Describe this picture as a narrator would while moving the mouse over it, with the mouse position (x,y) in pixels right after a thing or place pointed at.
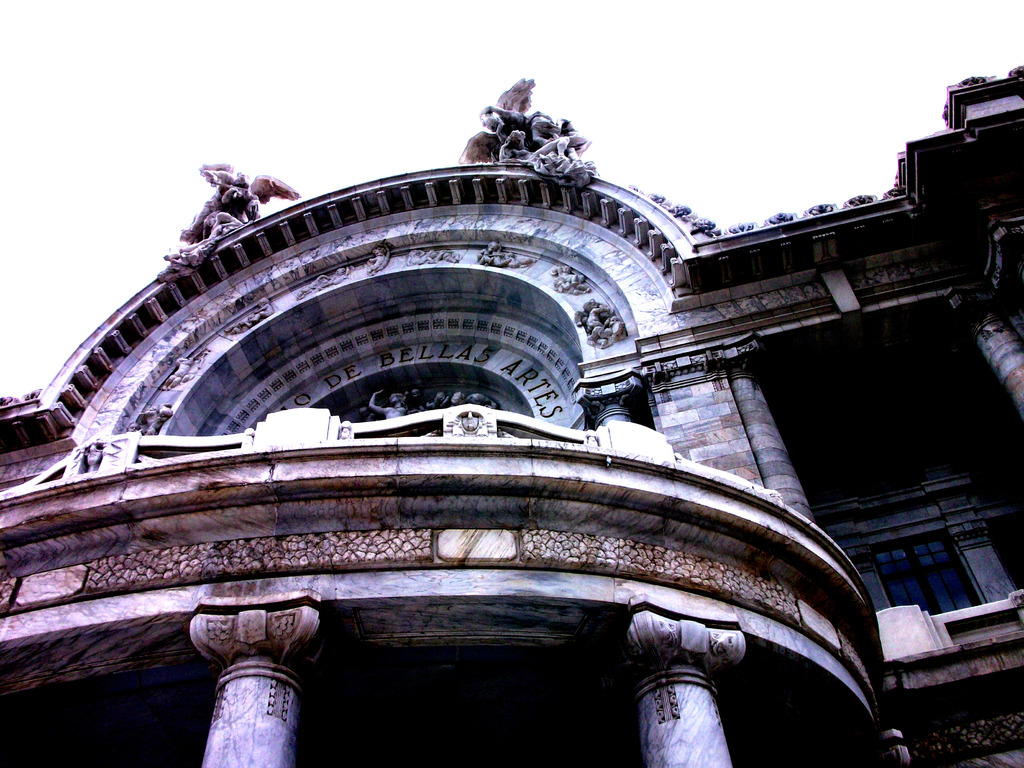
In this image, we can see building (405,611). On the building (256,618), we can see carving (145,424), few statues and text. Here we can see pillars (652,643). Top of the image (665,62), we can see white color.
